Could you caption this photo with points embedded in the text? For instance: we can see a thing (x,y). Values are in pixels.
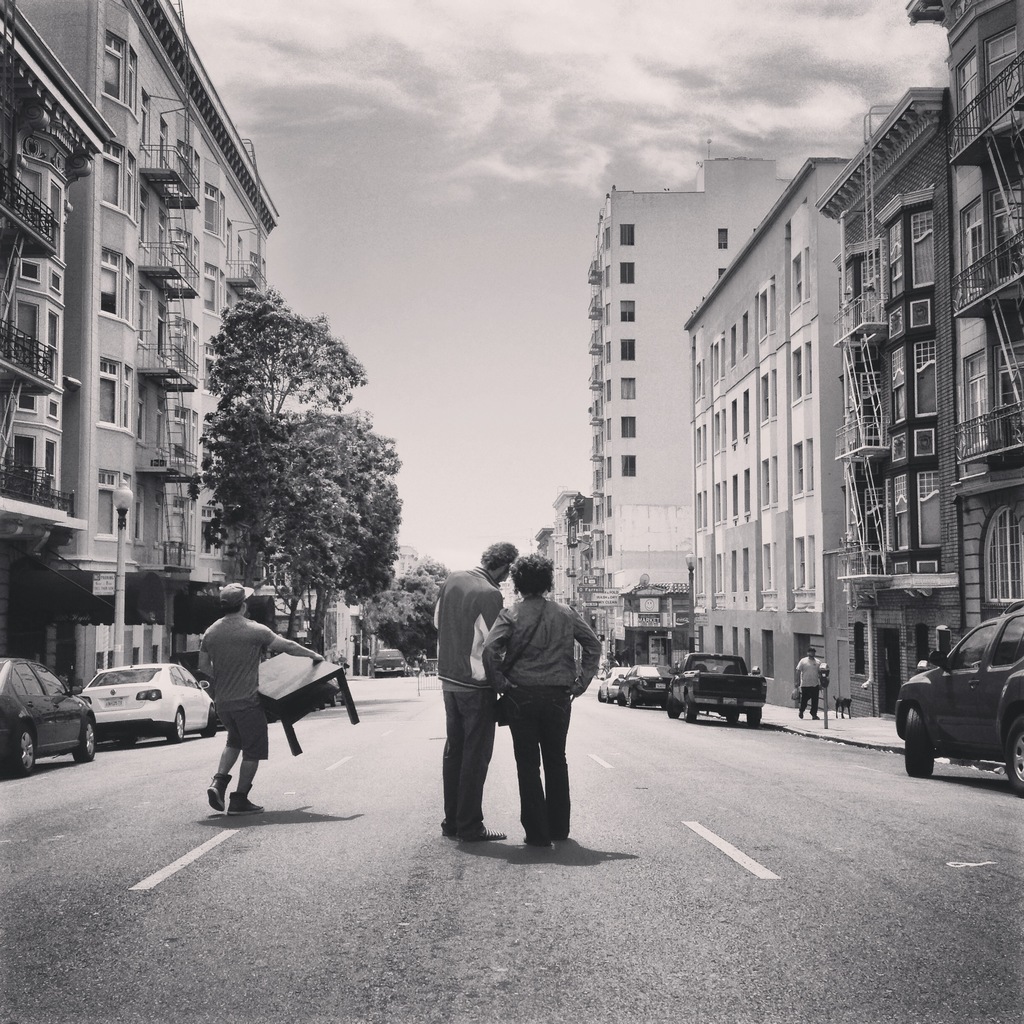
In this image there is the sky (505,184) towards the top of the image (467,176), there are clouds (518,103) in the sky (487,42), there are buildings (745,416) towards the right of the image (763,402), there are buildings (182,390) towards the left of the image (165,325), there are windows (164,226), there is road (592,899) towards the bottom of the image (682,919), there is a woman (570,649) standing, she is wearing a bag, there is a man (467,614) standing, there are two men (810,671) walking, one is holding an object (275,671), there are vehicles (723,699) on the road (592,691).
